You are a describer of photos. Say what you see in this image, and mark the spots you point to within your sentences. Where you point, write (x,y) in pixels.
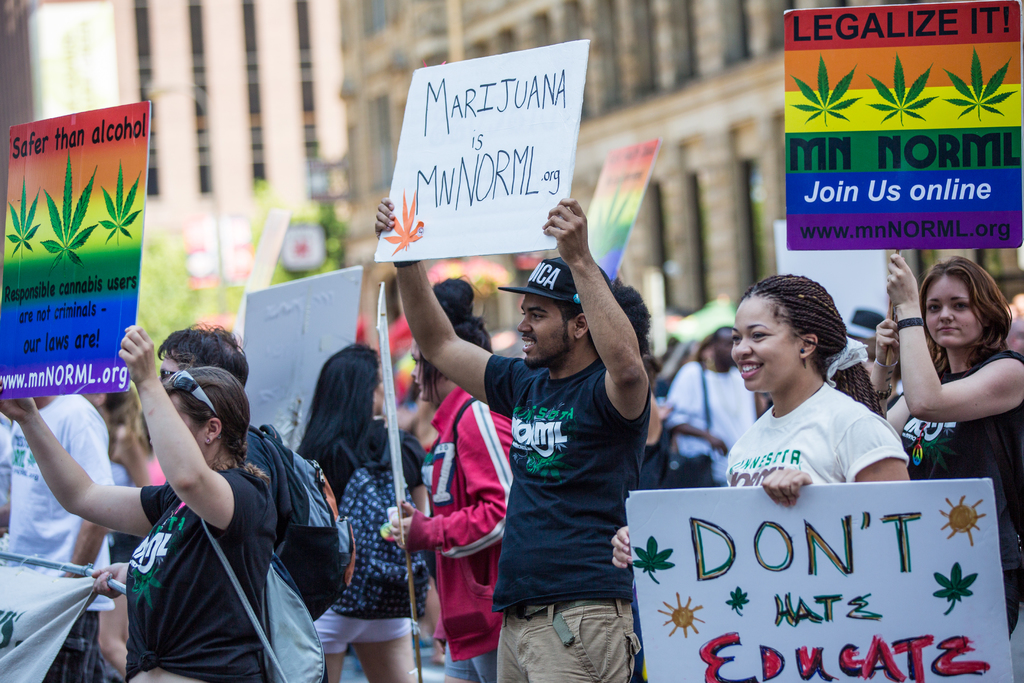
This picture is clicked outside. In the foreground (306,454) we can see the group of people (567,366) standing on the ground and holding banners (445,180) on which we can see the text (880,651) is written and printed. In the background (338,143) we can see the buildings (358,155) and some trees (208,304).
